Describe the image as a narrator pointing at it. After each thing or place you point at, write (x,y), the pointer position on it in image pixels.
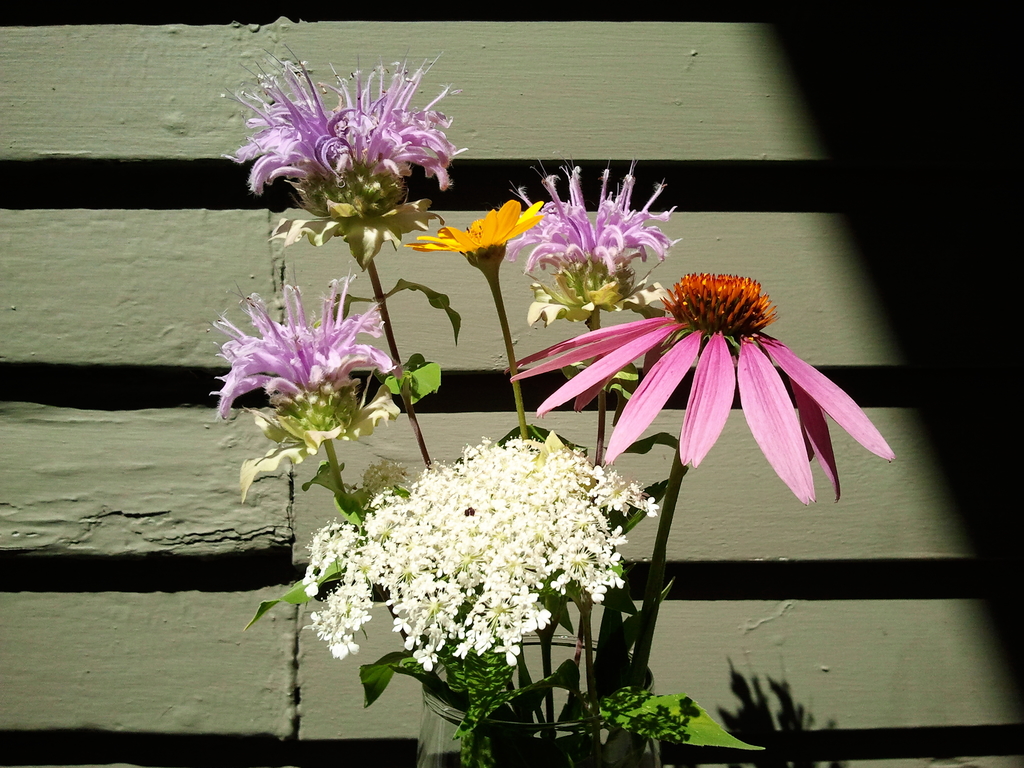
In the picture I can see some flowers (315,411) which are in different colors like white, yellow, pink, violet and in the background (410,302) there is a wall (273,264).
